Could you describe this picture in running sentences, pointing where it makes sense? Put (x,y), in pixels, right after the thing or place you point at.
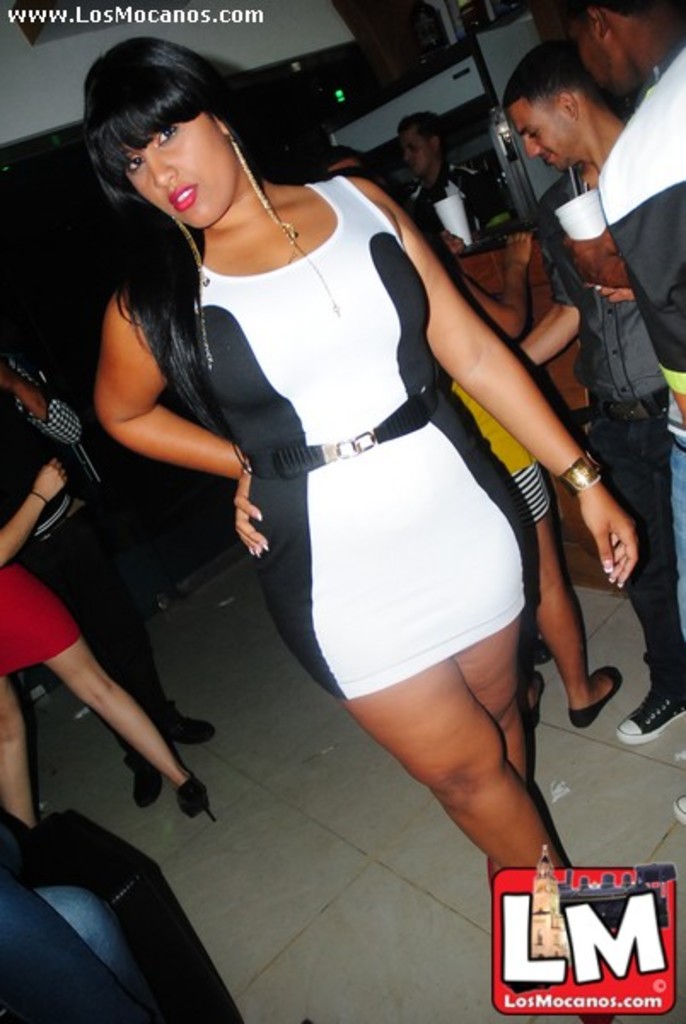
This picture seems to be clicked inside the room (219,645). In the center (258,506) we can see a woman (292,322) wearing white color dress (369,450) and seems to be standing and we can see the group of persons (659,237) and we can see many other objects (531,32) in the background (109,496) and we can see the watermarks (594,923) on the image.
